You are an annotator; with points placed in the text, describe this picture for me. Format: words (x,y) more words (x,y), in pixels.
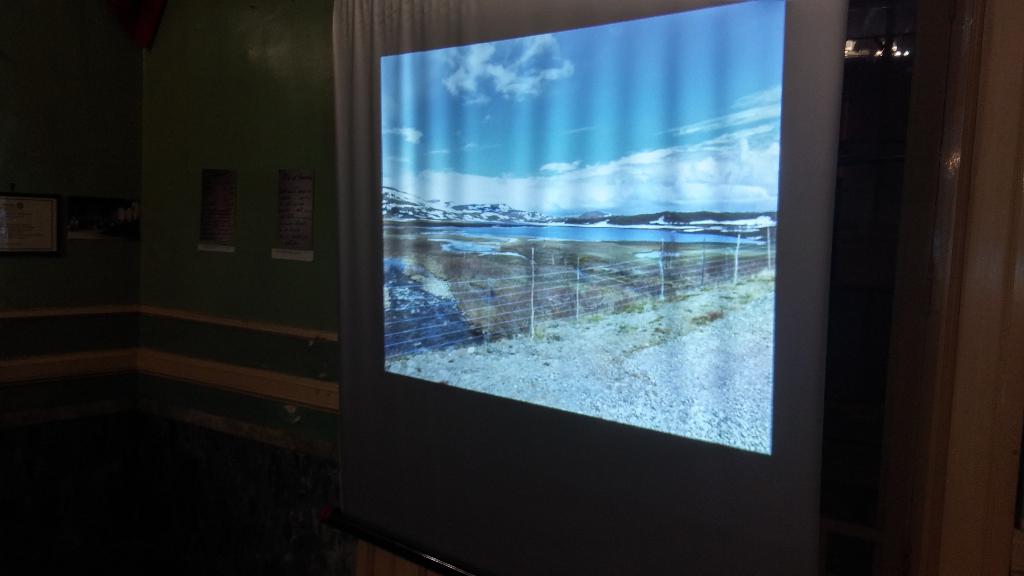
In this image we can see a screen (797,98) and a landscape image (468,370), which contains fences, water body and mountains (446,207) are projected on the screen (381,303), behind it there is a wall (243,388) which contains posters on it.
